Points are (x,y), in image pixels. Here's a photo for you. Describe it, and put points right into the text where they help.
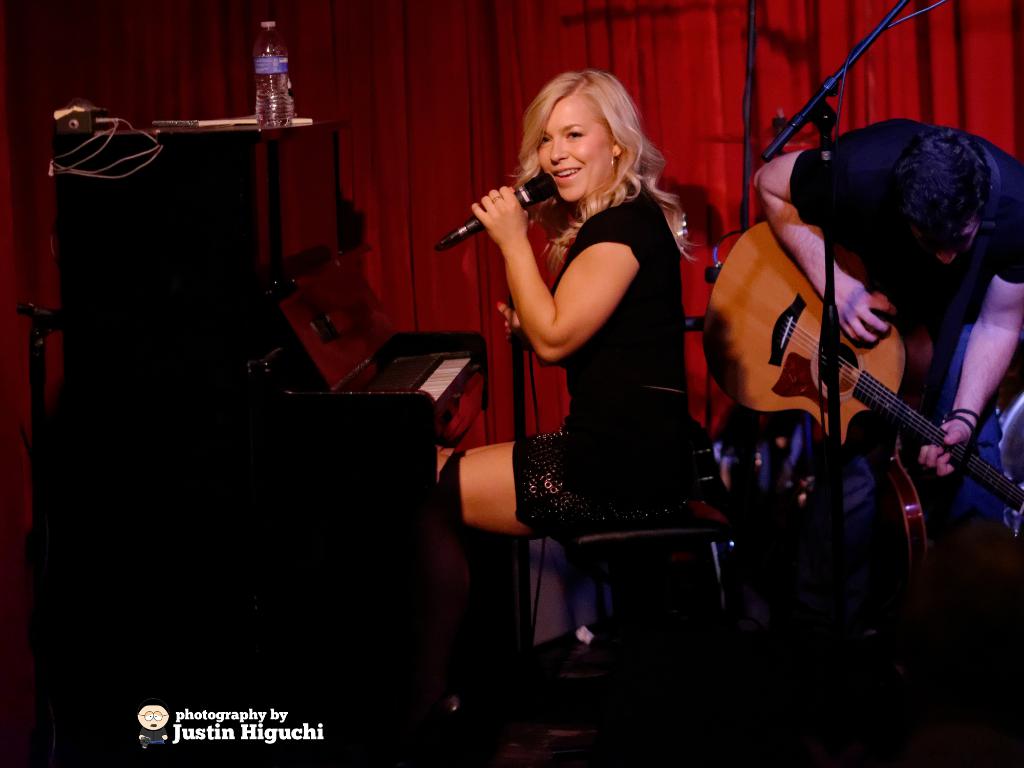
In this image there is woman (678,481) sitting on a chair (677,528) holding a microphone (478,218) at the back (860,194) there is a man (890,207) holding a guitar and playing, there are some musical instruments (451,353) in front of a woman (554,356), a bottle (269,96) on the instrument (297,128). At the back (359,83) there is a curtain (350,175).
